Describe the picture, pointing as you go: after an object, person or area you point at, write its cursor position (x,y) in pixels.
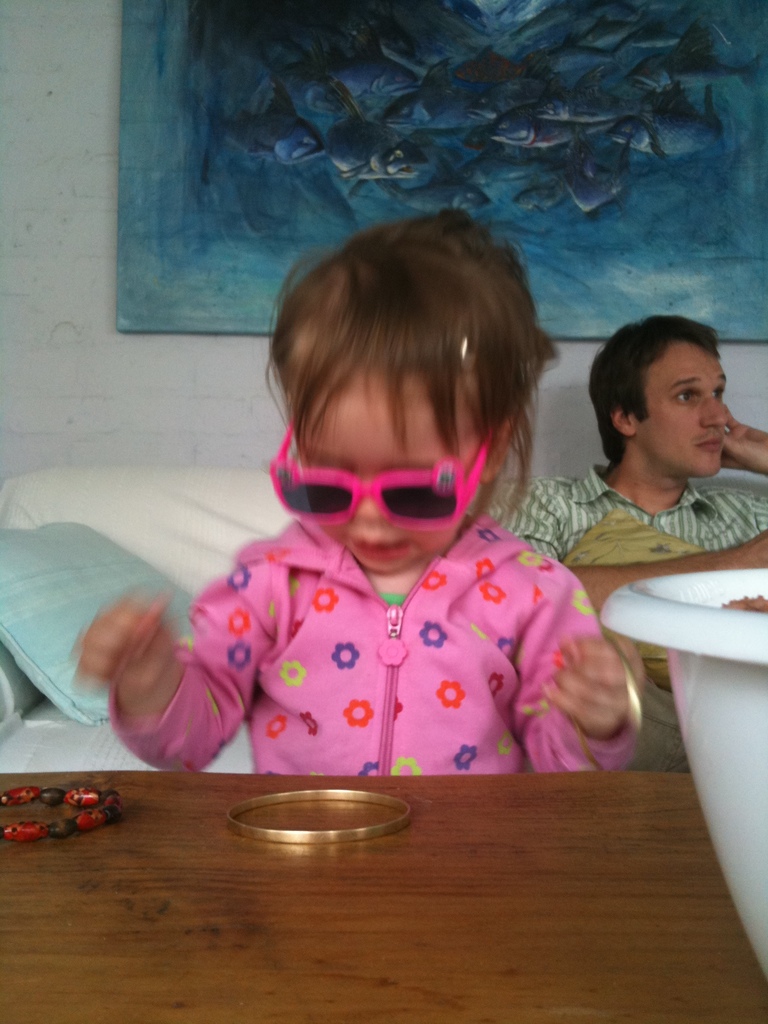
In this picture there is a kid (478,437) sitting besides a table (380,886), on the table (241,864) there are two bracelets (321,791) and a bowl (717,719). A kid (477,610) is wearing a pink jacket (430,695) and pink spectacles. In the background (596,410) there is a man (575,517) in the striped shirt (560,515) and there is a wall (61,195) with a frame (520,80).
